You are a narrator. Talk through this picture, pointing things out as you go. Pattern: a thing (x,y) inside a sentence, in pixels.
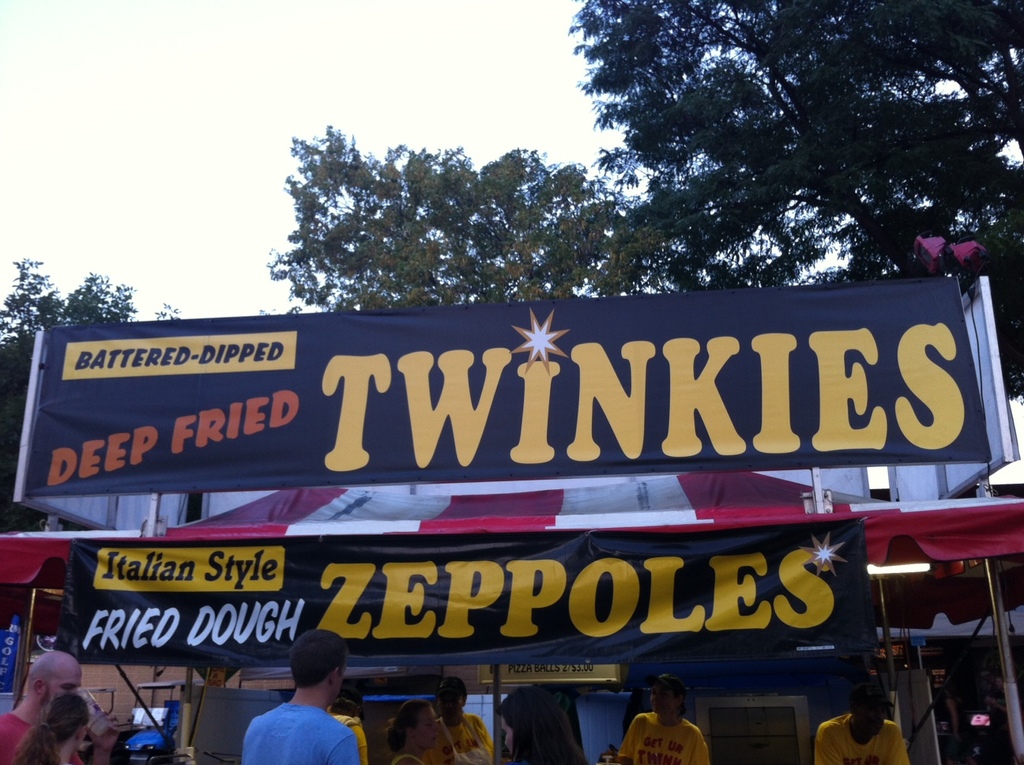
In the foreground (429,584) I can see a crowd (313,672), food truck (526,675) and a board (344,568). In the background (109,247) I can see trees (534,217) and the sky (184,101). This image is taken during a day.
